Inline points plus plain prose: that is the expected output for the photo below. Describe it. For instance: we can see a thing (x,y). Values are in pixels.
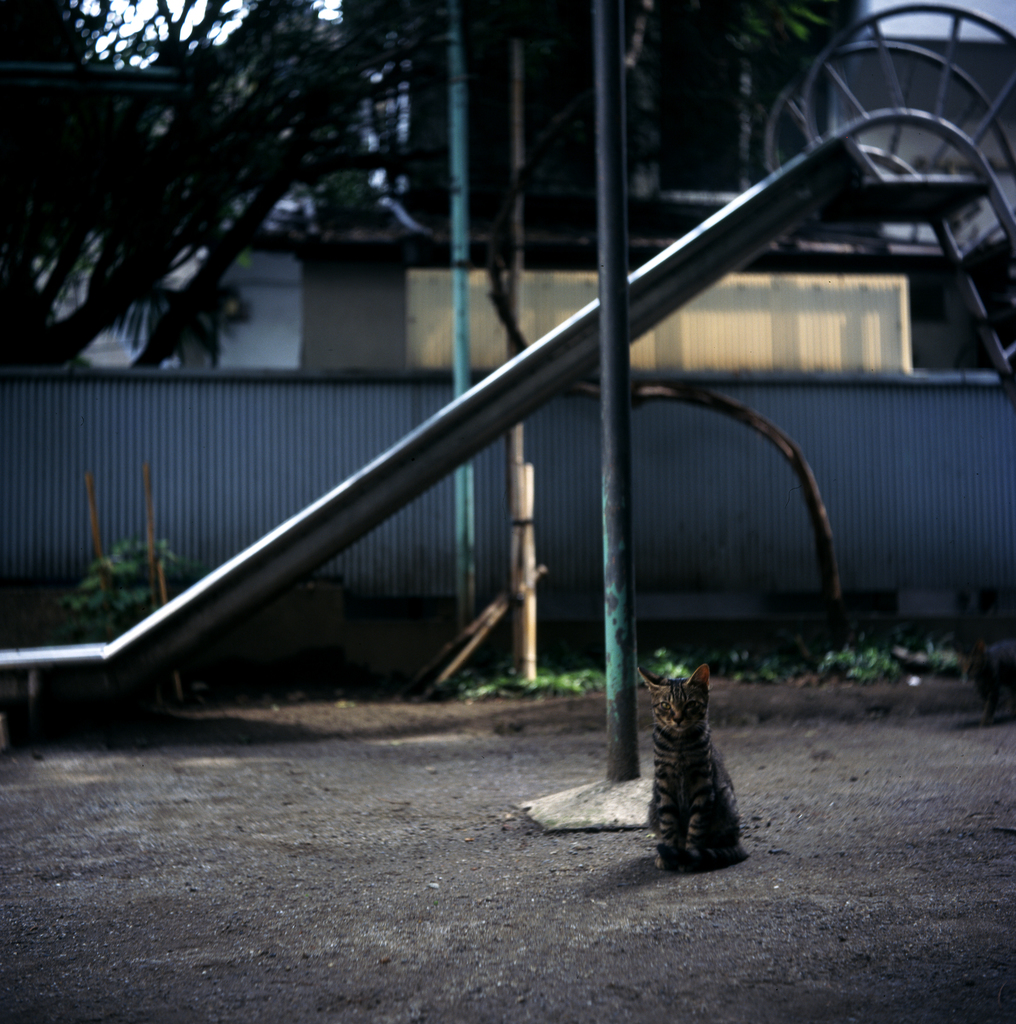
In this picture we can see a slide (170,656), wall (441,482), plants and a cat (690,694) on the ground (401,983) and in the background (81,143) we can see trees (355,129).
